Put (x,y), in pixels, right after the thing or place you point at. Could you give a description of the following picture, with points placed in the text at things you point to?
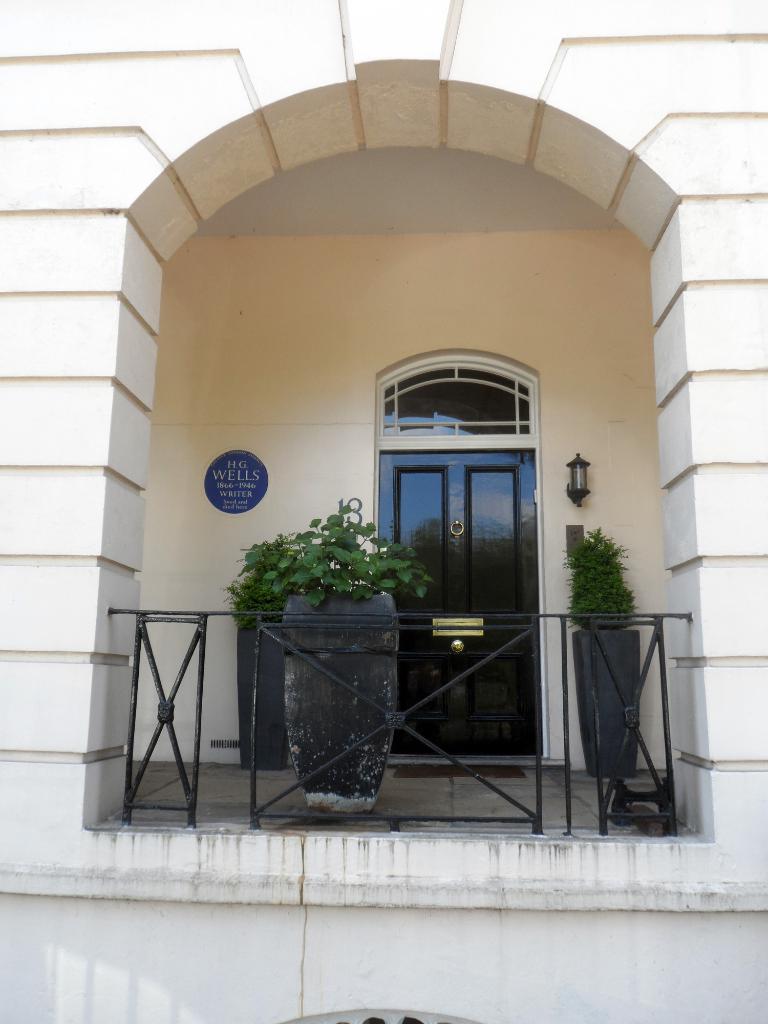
In this image I can see the building (138,185) which is white in color, the black colored railing (326,763), three flower pots (315,656) with plants (284,601) in them, the cream colored wall (262,345), the blue colored board (260,461), the black colored door (407,523) and black colored lamp (579,499) attached to the wall (613,456).
